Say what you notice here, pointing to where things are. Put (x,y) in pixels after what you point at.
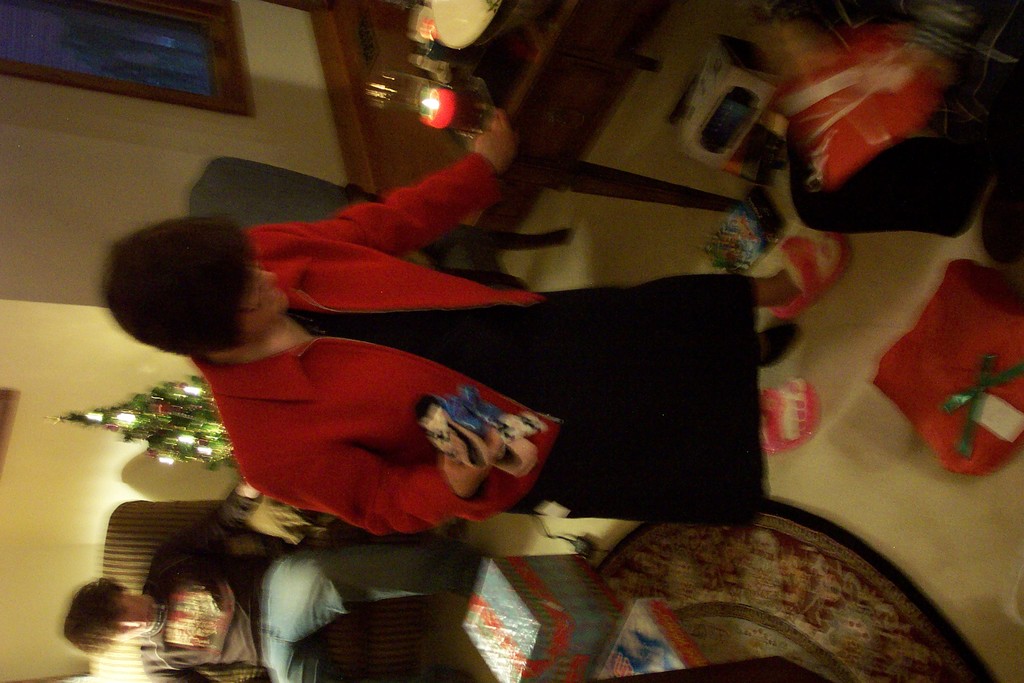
In this rotated image there is a woman (511,393) standing on the floor (832,412). Beside her there is a table (423,51) at the top of the image (478,65). In the bottom left (180,593) there is a man (194,572) sitting on a couch (139,572). Beside him there is a Christmas tree (170,423). Behind him there is a wall (58,318). In the top left (82,61) there is a picture frame (130,91) on the wall (95,112). In the bottom right (884,592) there are boxes (566,629) and a carpet (846,606) on the floor (838,451).
